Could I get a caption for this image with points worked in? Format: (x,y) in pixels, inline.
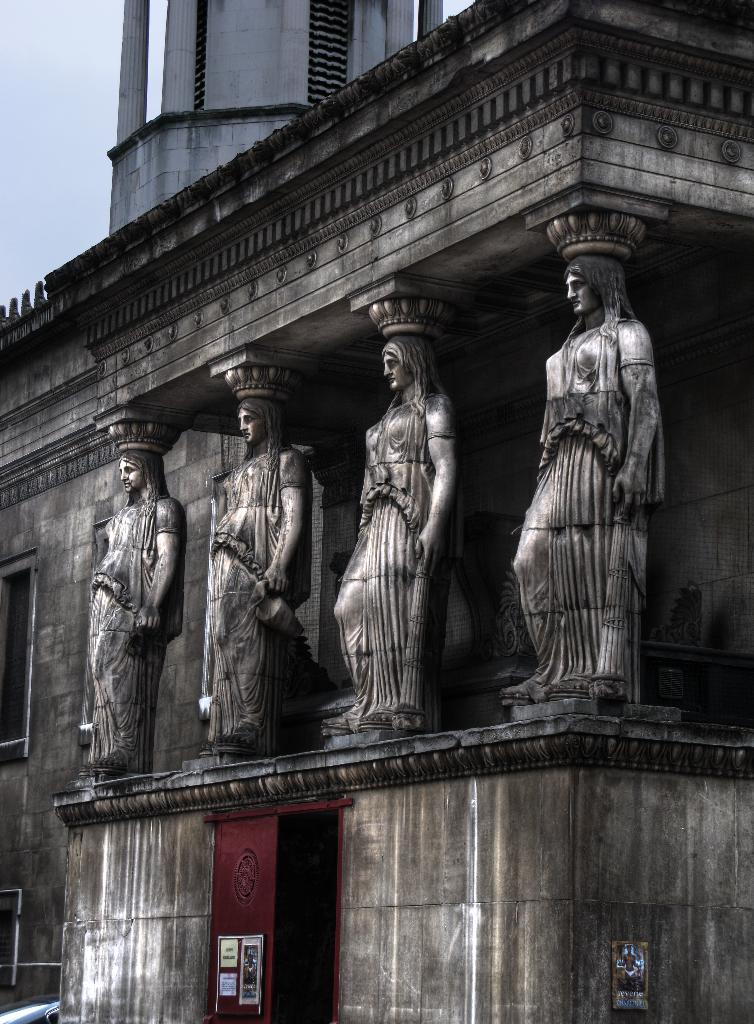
In this picture we can see the sky (58,122), pillars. We can see the sculptures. At the bottom portion of the picture (294,959) we can see few posters (242,969) on a door (272,959) and it seems like a door (265,966). On the right side (631,958) we can see a frame (616,972) on the wall (697,969).
